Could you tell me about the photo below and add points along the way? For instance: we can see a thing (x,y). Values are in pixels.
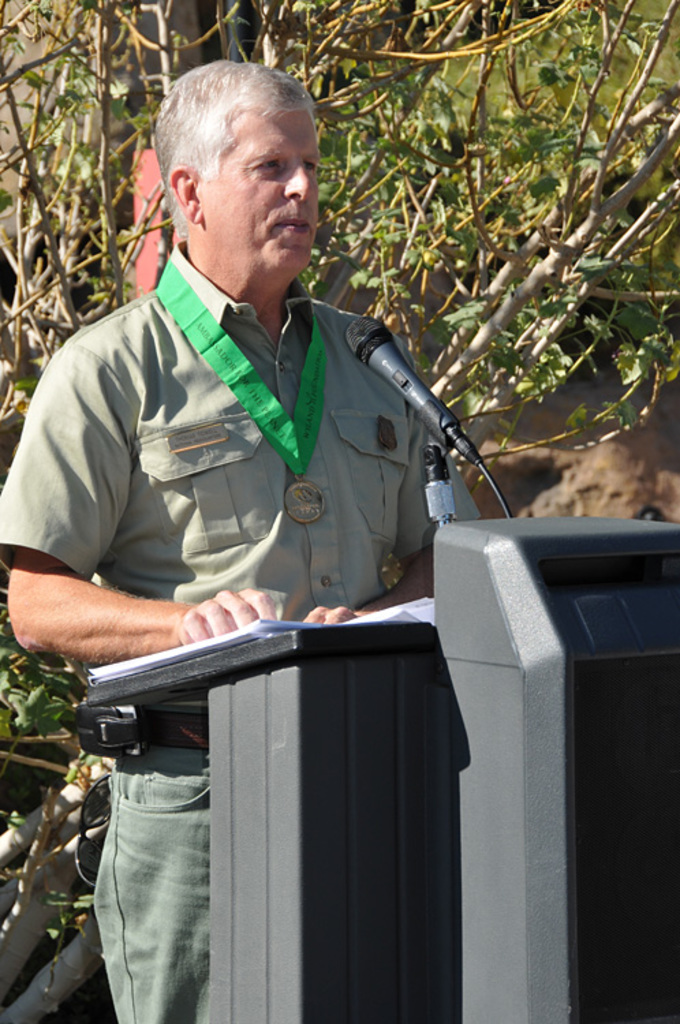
In the picture we can see a man (69,643) standing near the desk (381,635) and talking in the microphone (399,365) which is to the desk (391,635) and on the desk (399,632), we can see some papers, the man (59,631) is wearing a uniform (140,1011) with a medal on the neck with a green color tag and behind the man (274,173) we can see plants (392,181).
